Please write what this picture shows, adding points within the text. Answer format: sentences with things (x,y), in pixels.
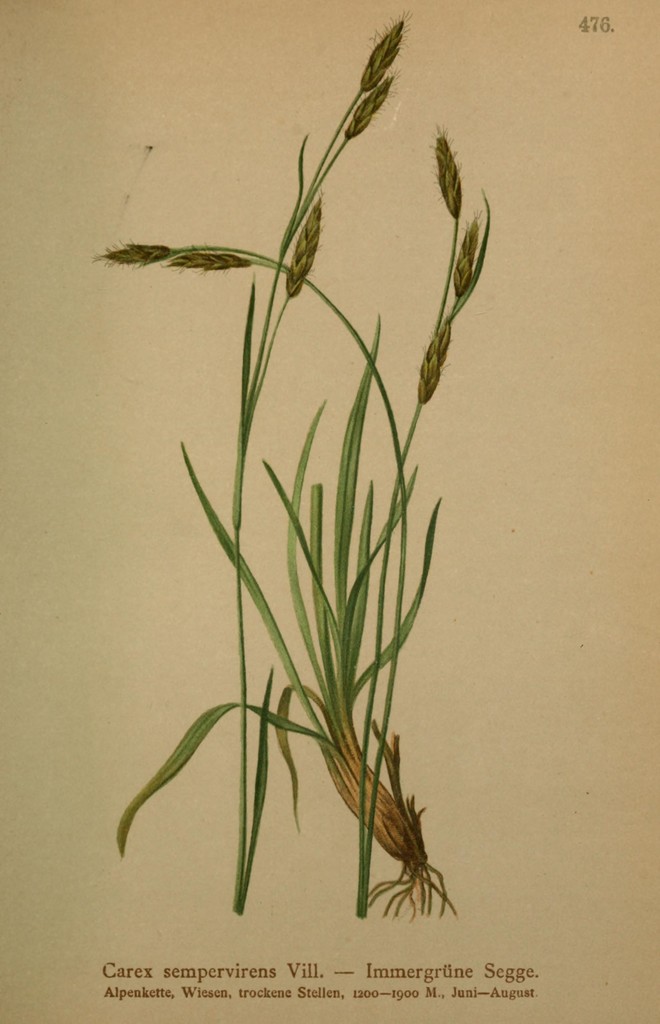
It is a picture from the page (436,623) of a book (254,743), there is an image (191,255) of a plant (343,608) in the page (630,286).
